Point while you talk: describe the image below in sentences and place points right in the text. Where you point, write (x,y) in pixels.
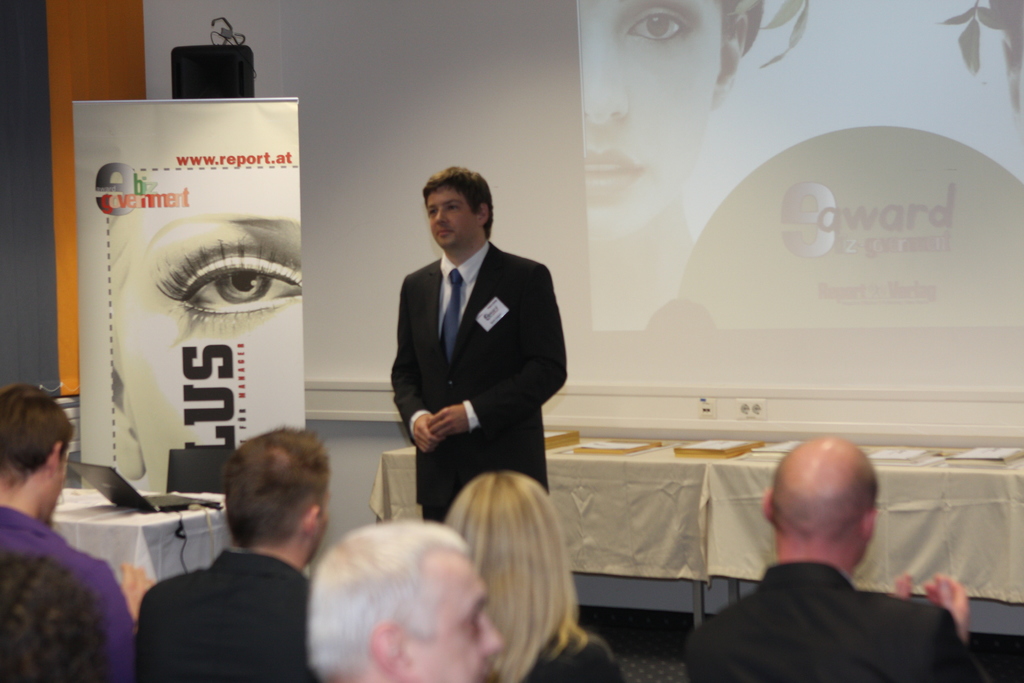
In this image we can see persons (277,549) sitting on the chairs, person (496,402) standing on the floor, table (135,527) on which laptop (147,501) and cables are present, advertisement board (224,208), display screen (916,87) and a table (561,451) on which we can see papers (904,456).
